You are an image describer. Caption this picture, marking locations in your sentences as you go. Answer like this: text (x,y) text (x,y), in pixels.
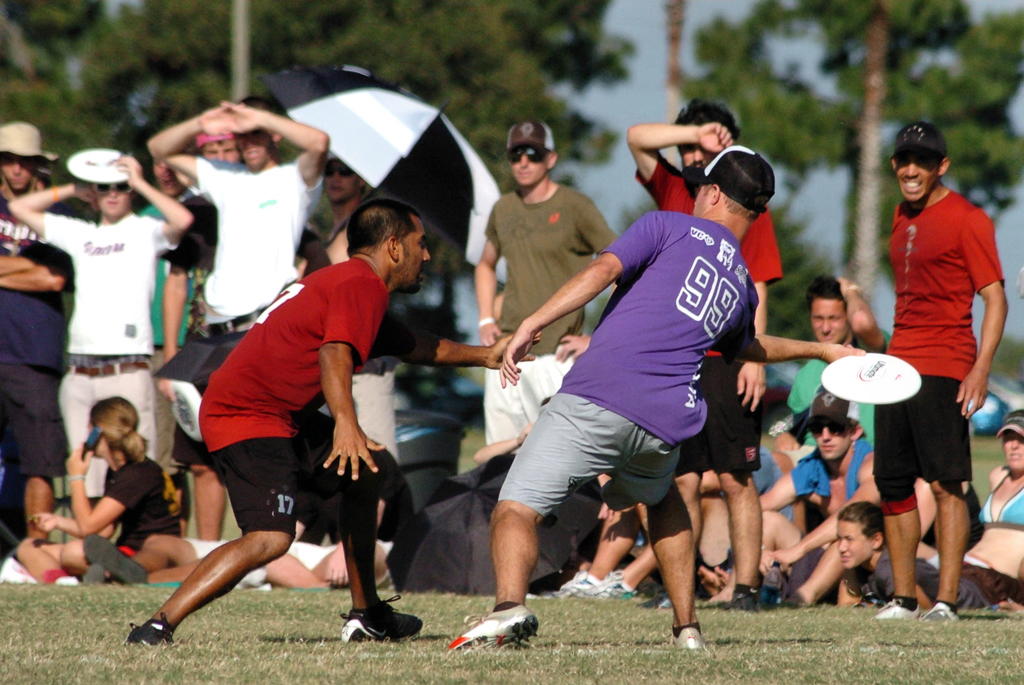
This picture is clicked outside. In the center (648,292) we can see the group of persons (763,214) wearing t-shirts (617,369) and we can see the frisbees (873,357) and we can see the group of persons (854,555) sitting on the ground (94,590) and we can see the green grass (898,622), umbrella (420,124) and some other objects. In the background (629,83) we can see the sky (635,38) and the trees (675,48).
